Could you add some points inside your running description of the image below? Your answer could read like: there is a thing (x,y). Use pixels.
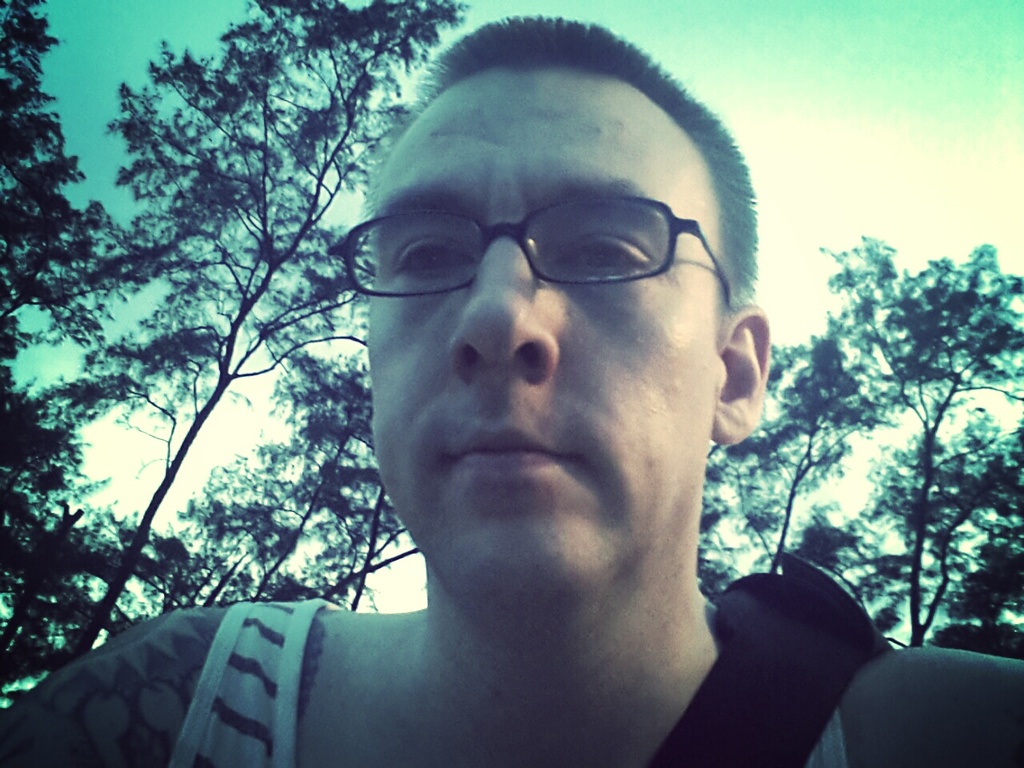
This image is taken outdoors. At the top of the image (832,65) there is the sky (905,90). In the background (895,464) there are a few trees (206,542) with leaves (174,556), stems (213,402) and branches (288,550). In the middle of the image (474,492) there is a man (469,680).
